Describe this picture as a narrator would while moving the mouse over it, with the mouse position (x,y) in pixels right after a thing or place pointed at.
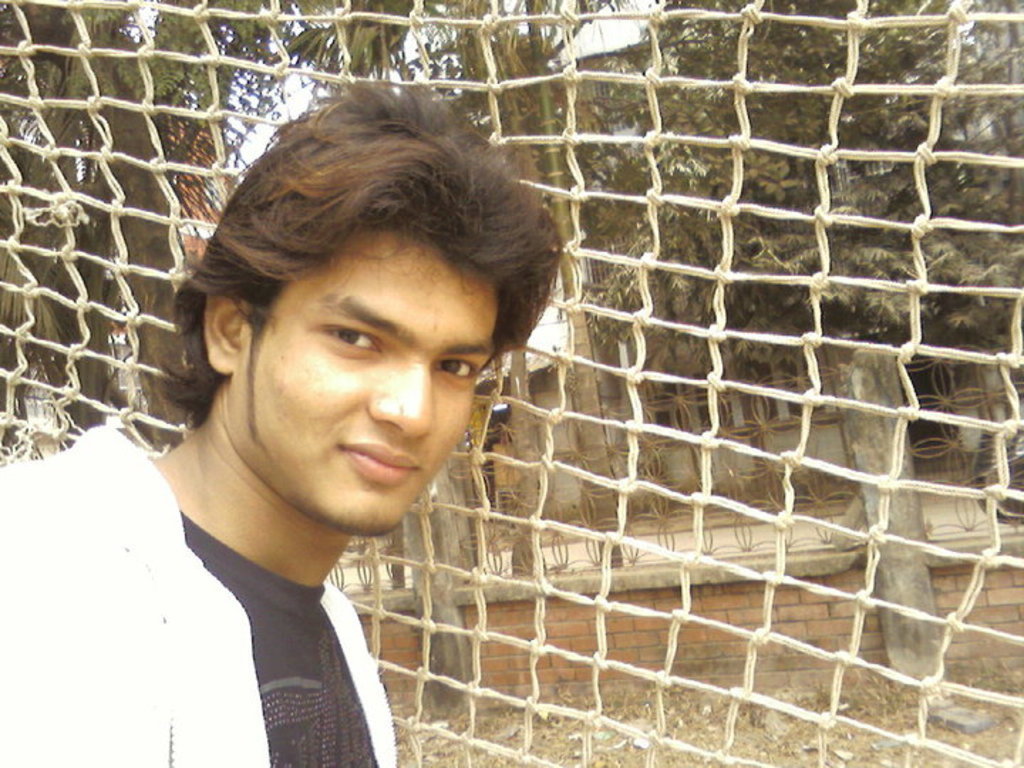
In this picture we can see a man (231,475) is standing on the path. Behind the man (211,393) there is a net (643,358), trees (857,162), houses (185,156) and a sky (227,151).
